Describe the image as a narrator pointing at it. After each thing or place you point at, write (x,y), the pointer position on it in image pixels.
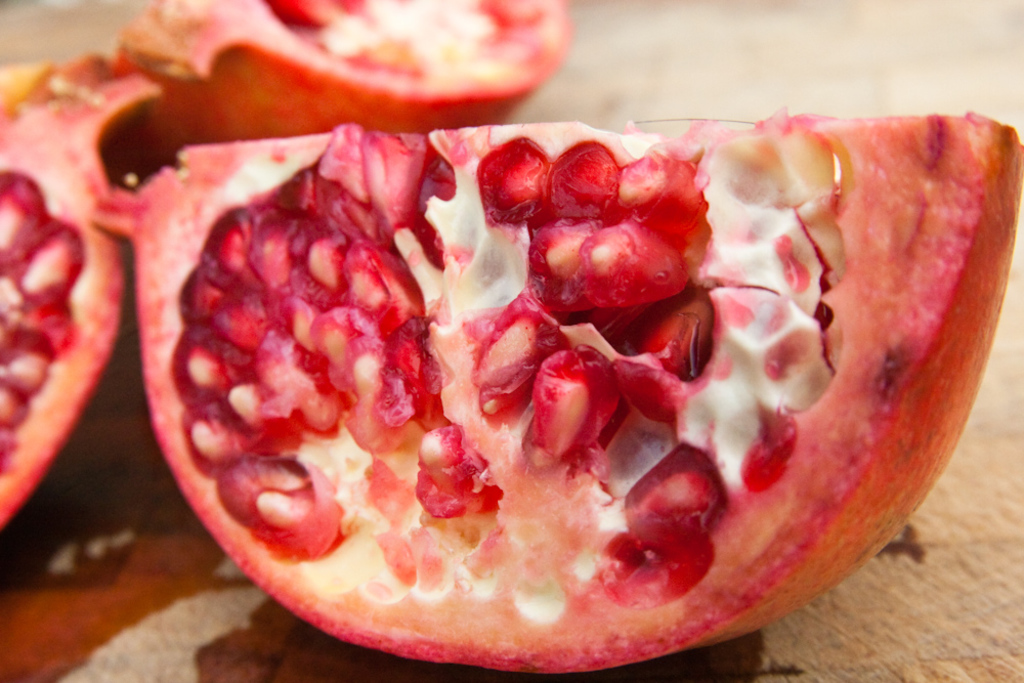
In this image we can see few pieces of pomegranates (542,369).
